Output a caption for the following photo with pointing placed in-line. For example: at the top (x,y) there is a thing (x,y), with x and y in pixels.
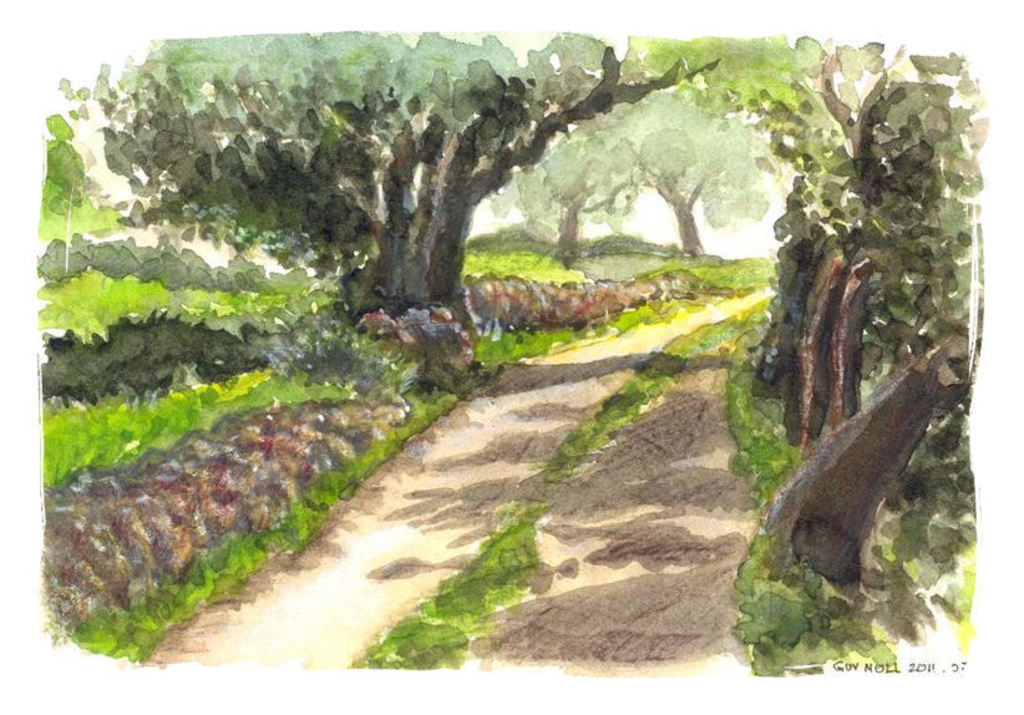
In the image we can see painting (124,108). In the painting (91,322) we can see some trees (953,461) and grass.
